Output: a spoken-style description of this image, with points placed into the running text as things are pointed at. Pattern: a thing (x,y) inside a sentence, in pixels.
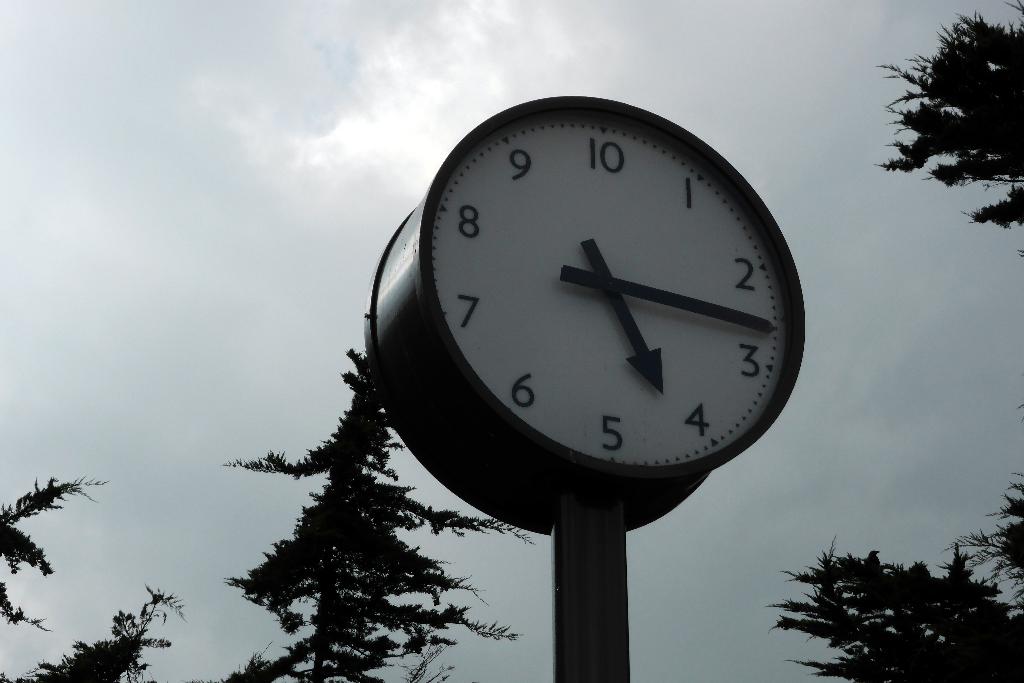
In this image we can see a clock (698,303), trees (481,628) and in the background (894,210), we can see the sky (375,234).
